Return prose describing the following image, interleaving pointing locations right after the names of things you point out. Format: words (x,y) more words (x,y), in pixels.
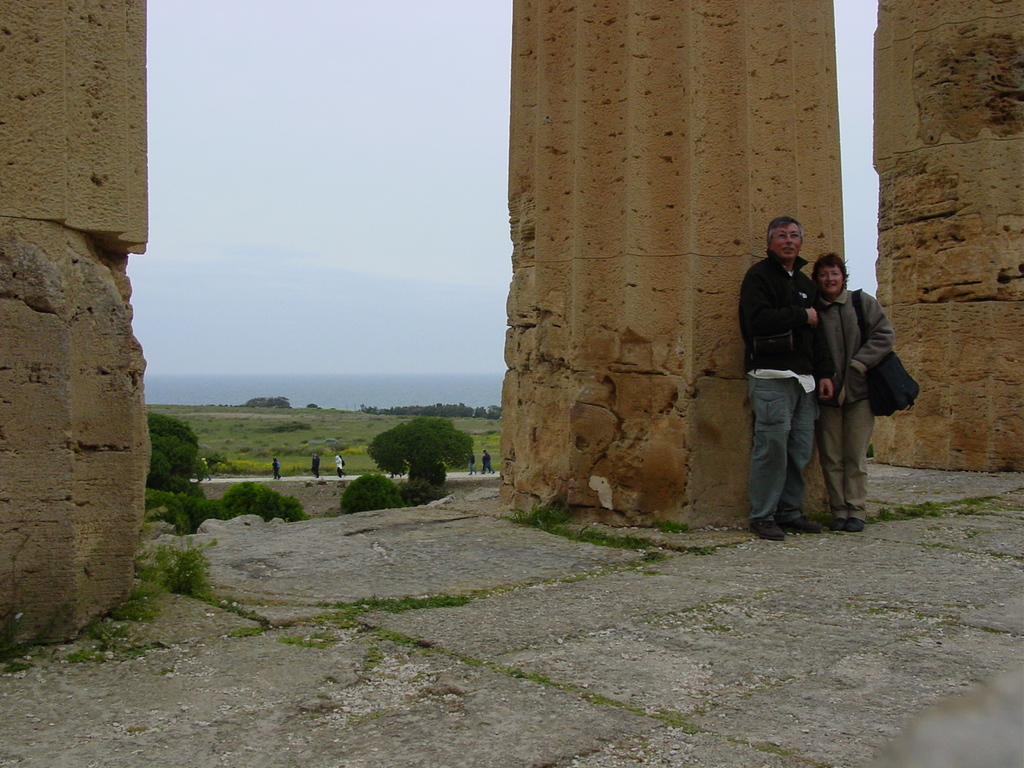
On the right side of the image (856,417) we can see two people (834,421) are standing and wearing jackets (848,400) and a lady (843,338) is wearing a bag (882,382). In the background of the image (609,417) we can see the trees (410,430), grass (473,439), pillars (952,285), ground (304,486), road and some people (201,472) are walking on the road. At the bottom of the image (512,662) we can see the floor (379,612) and grass (182,580). At the top of the image (375,227) we can see the sky (416,153).
